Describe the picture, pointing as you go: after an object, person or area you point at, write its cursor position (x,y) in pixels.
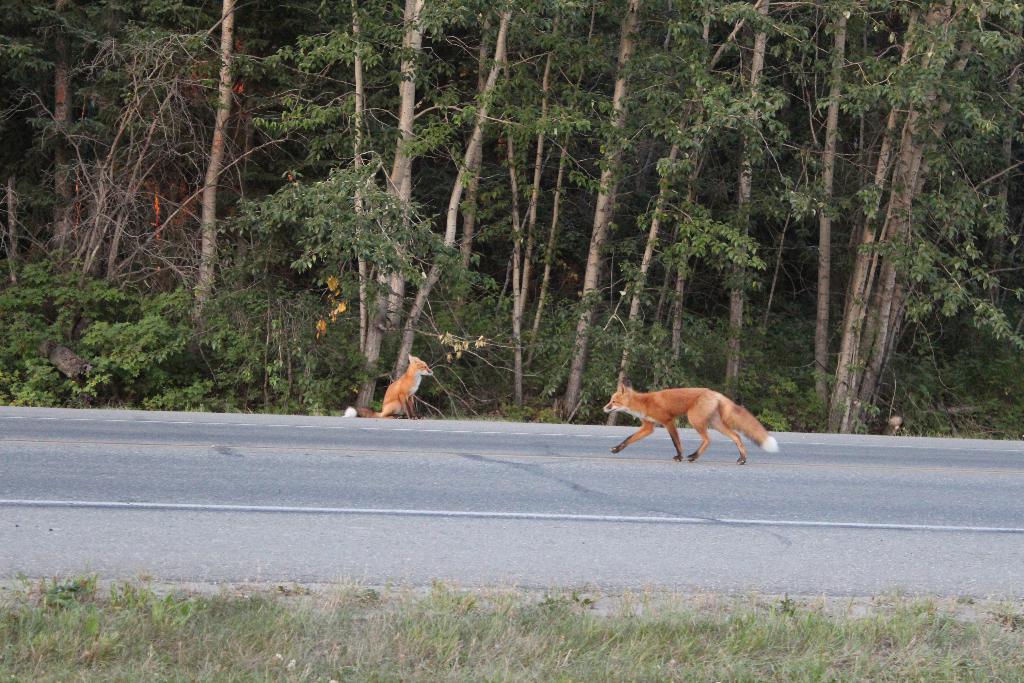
In this image I can see two animals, they are in brown color. Background (857,329) I can see trees (322,204) in green color.
